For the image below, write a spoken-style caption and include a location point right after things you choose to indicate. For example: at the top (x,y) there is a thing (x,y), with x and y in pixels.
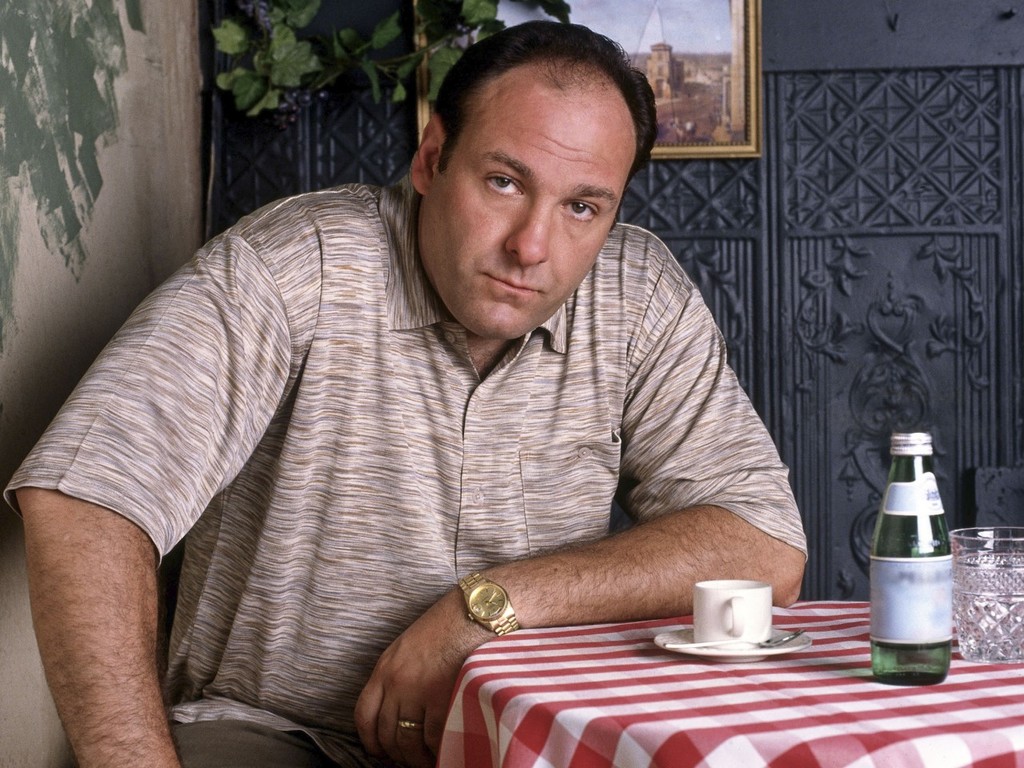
In this image there is a man (533,602) sitting in chair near the table (658,711), and there are cup (738,631), spoon (761,643), saucer (797,652), glass (970,543) in table (803,664) and in back ground (131,71) there is wall (162,114), plant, and a frame (699,43).
